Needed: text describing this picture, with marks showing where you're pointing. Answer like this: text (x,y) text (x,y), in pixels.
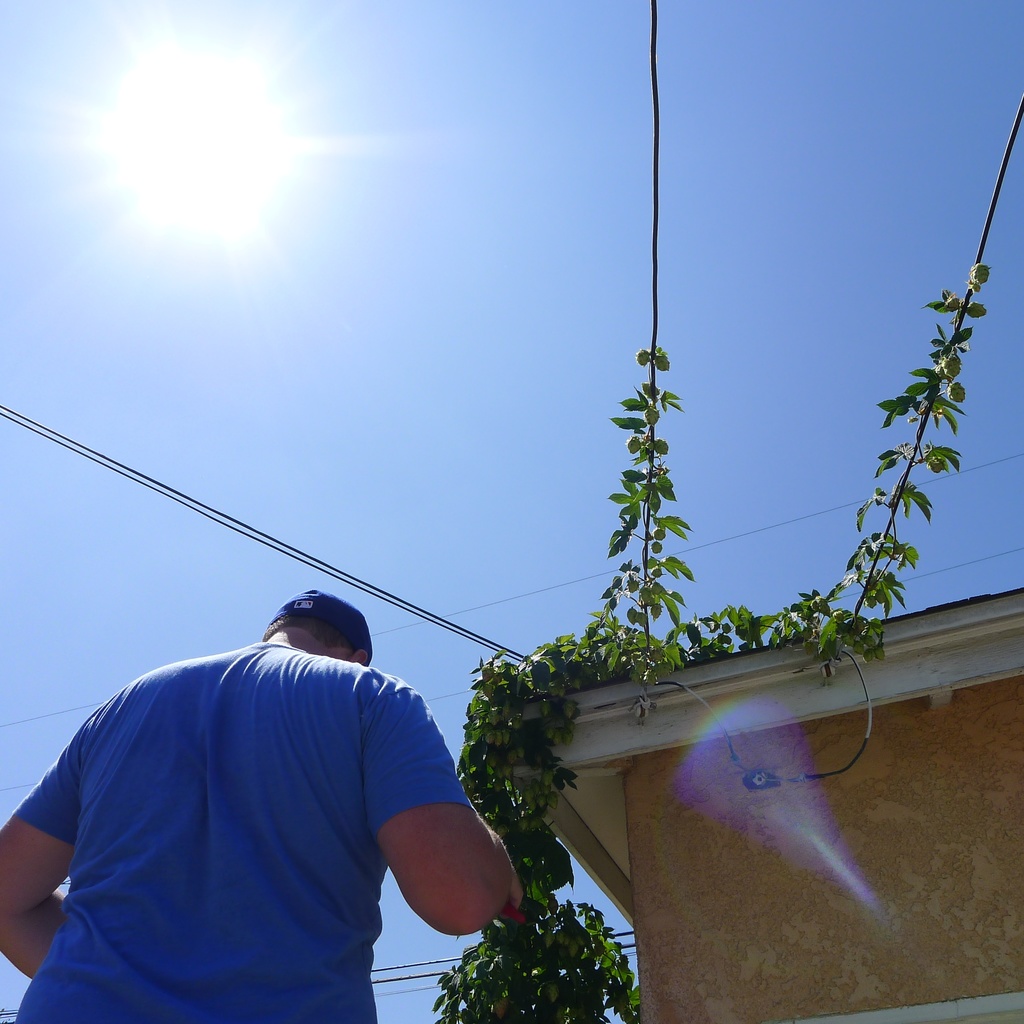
In this image we can see a person (357,632) standing beside the building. On the building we can see plants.
